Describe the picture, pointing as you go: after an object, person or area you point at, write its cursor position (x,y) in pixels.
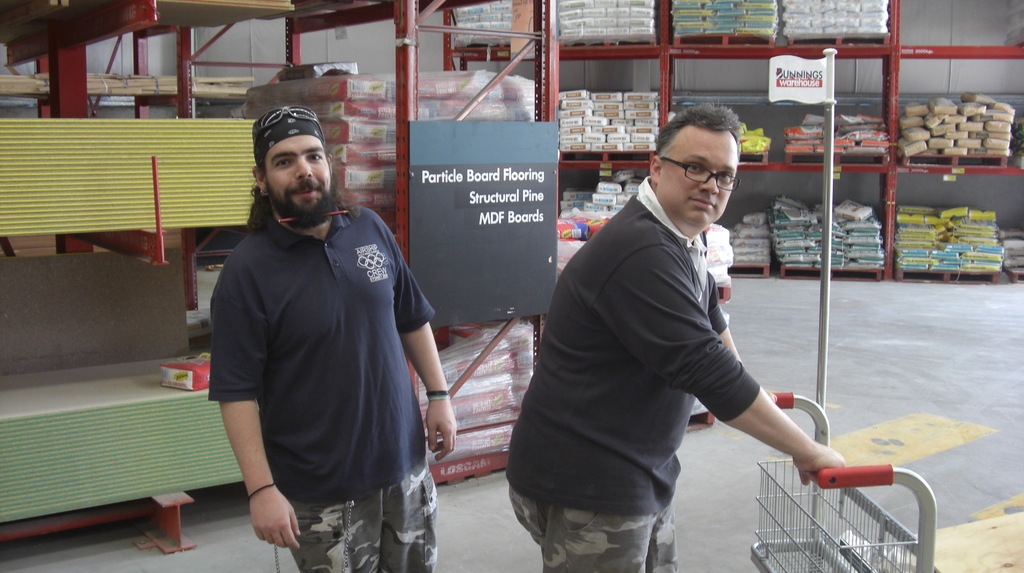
In this image in the foreground (233,382) there are two men (688,374) standing, and one person (670,325) is holding a trolley (862,485). And in the background (819,140) there are some racks (87,319), and in the racks (865,155) there are some packets (866,141), boxes (195,379), bags (934,115) and some objects (84,332). And on the right side of the image (792,63) there is one pole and board (810,73), on the board (793,78) there is text (804,87) and in the center (510,246) there is another board (446,209). On the board (518,186) there is text (438,180), and at the bottom (696,461) there is floor (897,334).
